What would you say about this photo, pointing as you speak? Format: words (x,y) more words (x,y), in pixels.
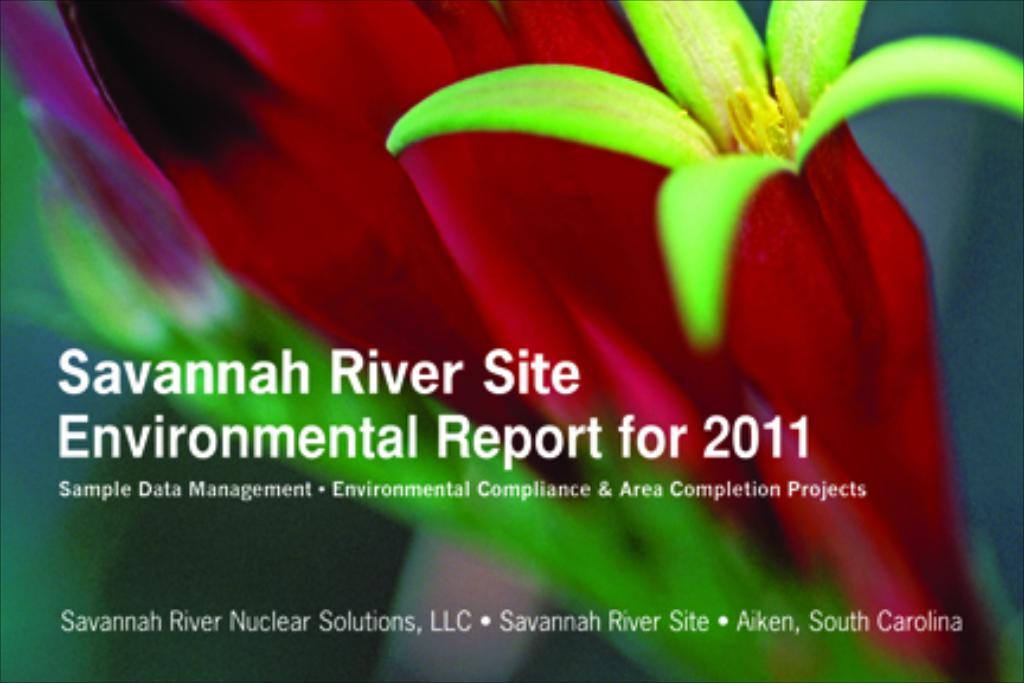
In the center of the image (535,253) there is a flower (595,387) and there is some text (188,496).
